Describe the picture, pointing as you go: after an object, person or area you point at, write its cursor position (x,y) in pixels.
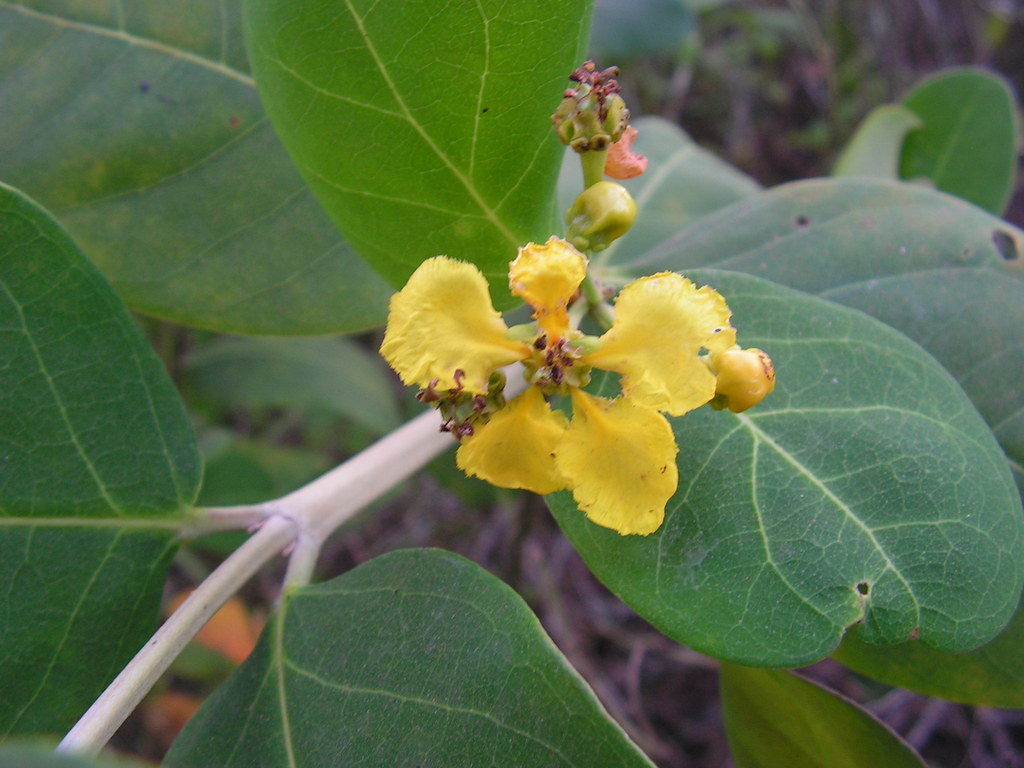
In the center of the image (524,346) there is a flower (569,369) to the plant (575,378).
